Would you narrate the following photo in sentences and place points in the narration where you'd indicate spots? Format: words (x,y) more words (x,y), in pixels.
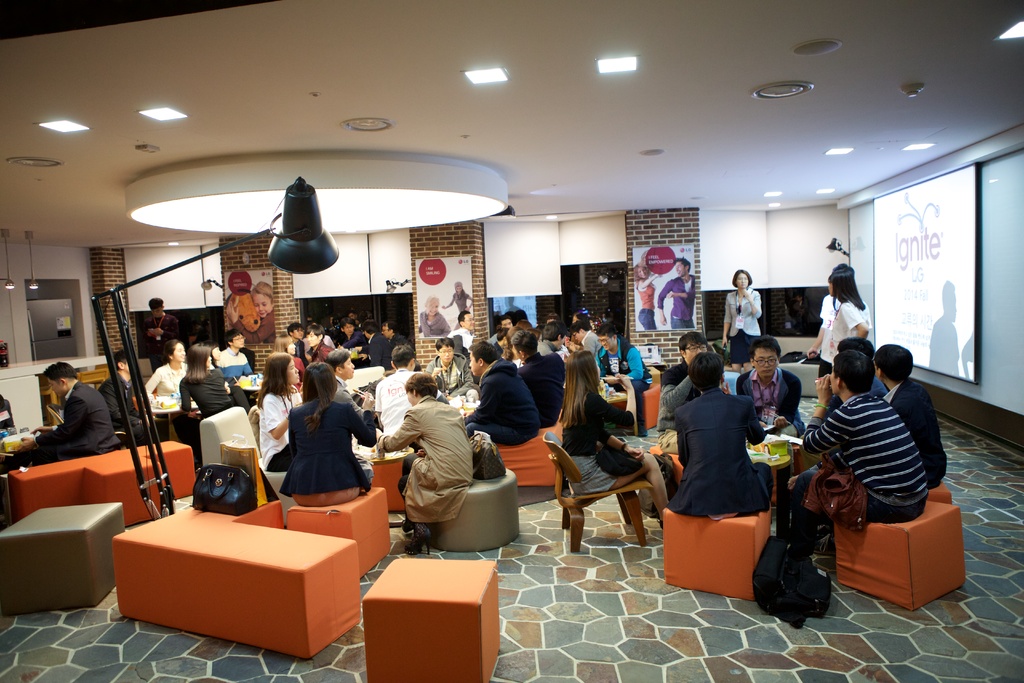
In the image I can see people (419,551) some people (460,373) sitting on the cube stools (75,584), chairs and around there are some lamps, screen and some lights (257,204) to the roof (712,117).
